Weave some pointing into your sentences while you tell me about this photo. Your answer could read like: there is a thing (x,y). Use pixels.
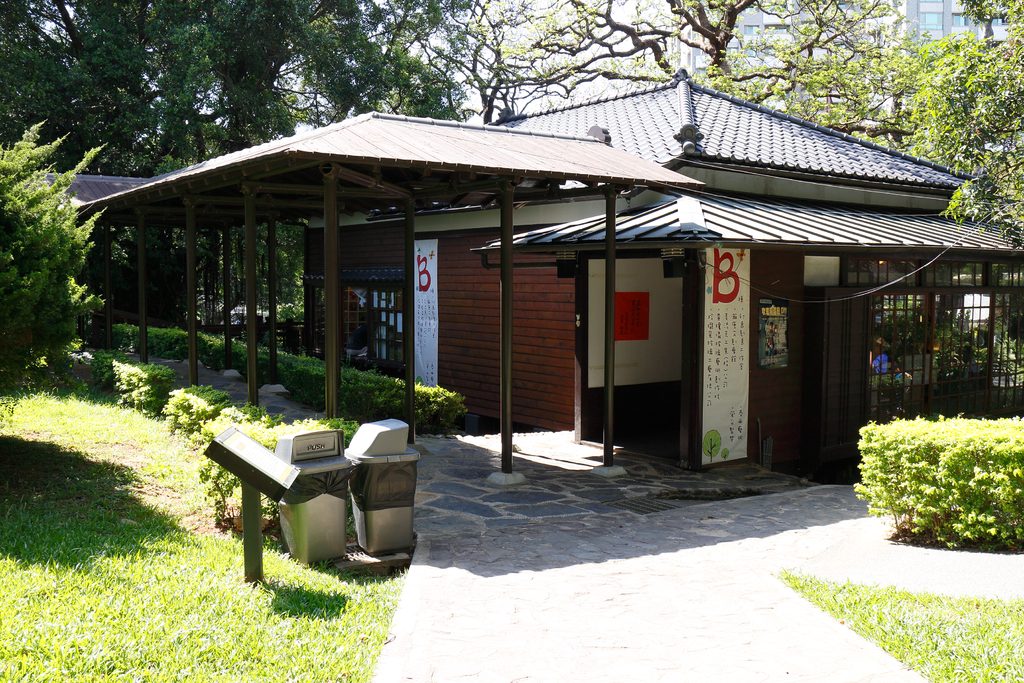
In this image I can see few buildings (438,271), windows (384,308), shed (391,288), poles (255,557), dustbins (316,506), few trees (1013,27) and the board (264,479) is attached to the pole (255,531).
